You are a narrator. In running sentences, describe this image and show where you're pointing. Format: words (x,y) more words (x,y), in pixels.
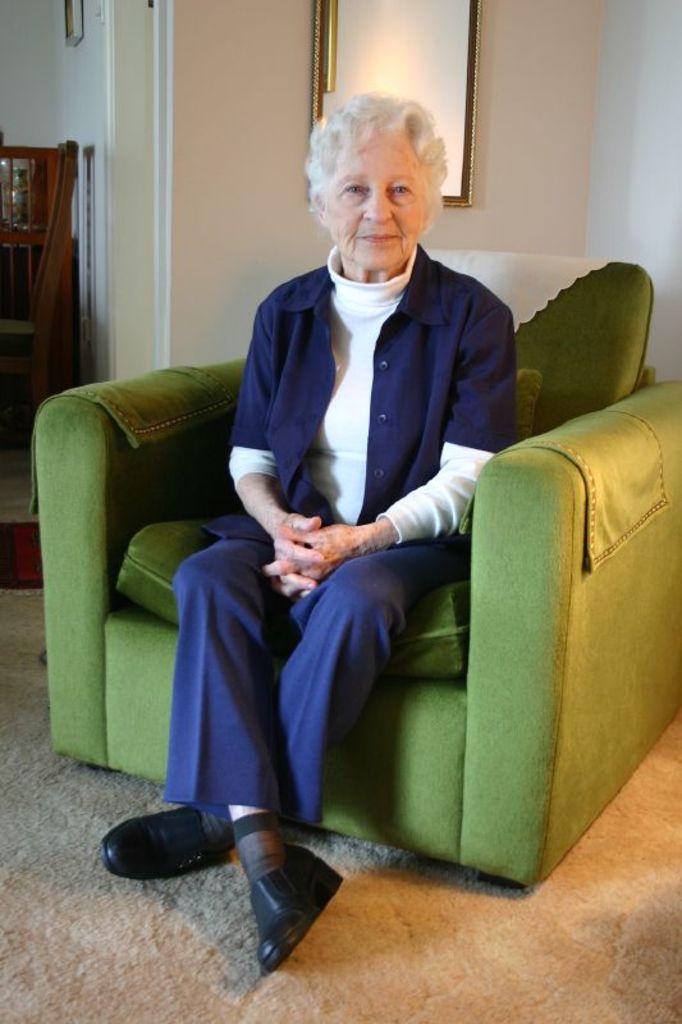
In this picture there is a old woman (354,541) sitting on a couch (470,532). To the extreme left corner of the image (49,288) there is a chair (57,292) and a table (46,226) on the table (44,204) there is a bottle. To the above left corner (72,15) there is a picture frame (82,18) hanging on the wall (97,15). On the couch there is a cloth (168,373) spread. There is carpet (110,971) on the floor (160,970). In the background (575,146) there is wall (575,137) and there is a mirror (398,27) hanging on the wall (567,140).
